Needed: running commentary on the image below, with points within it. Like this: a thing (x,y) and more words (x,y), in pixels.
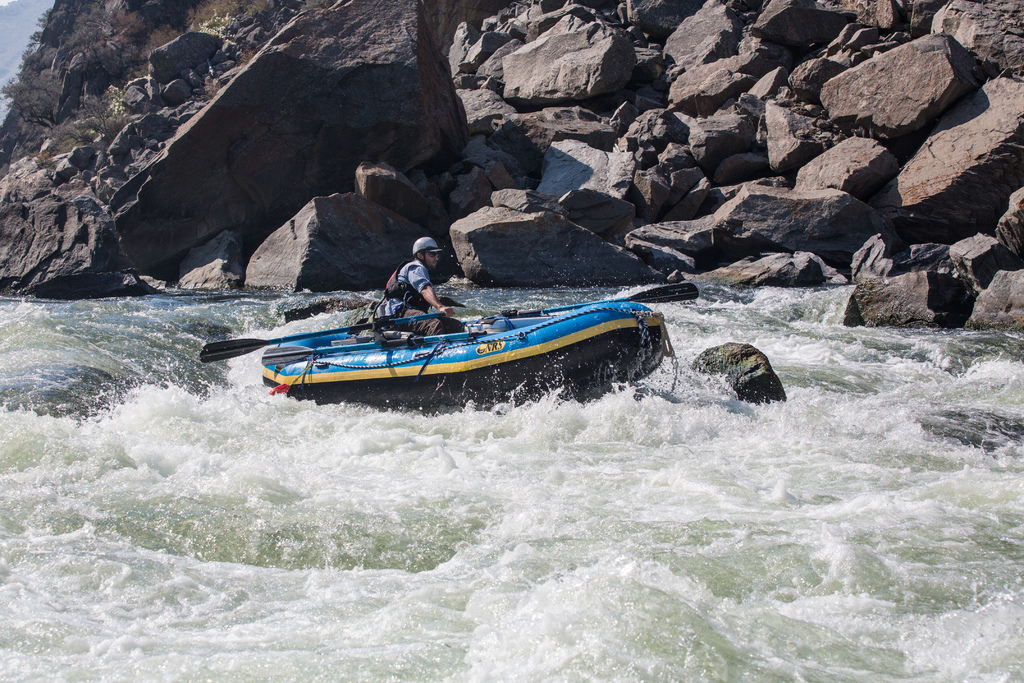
In the image in the center (440,346), we can see one boat (440,346). In the boat (440,346), we can see one person (461,326) sitting and holding the paddle (415,318). In the background (341,80) we can see water (922,579) and hills (974,23).
